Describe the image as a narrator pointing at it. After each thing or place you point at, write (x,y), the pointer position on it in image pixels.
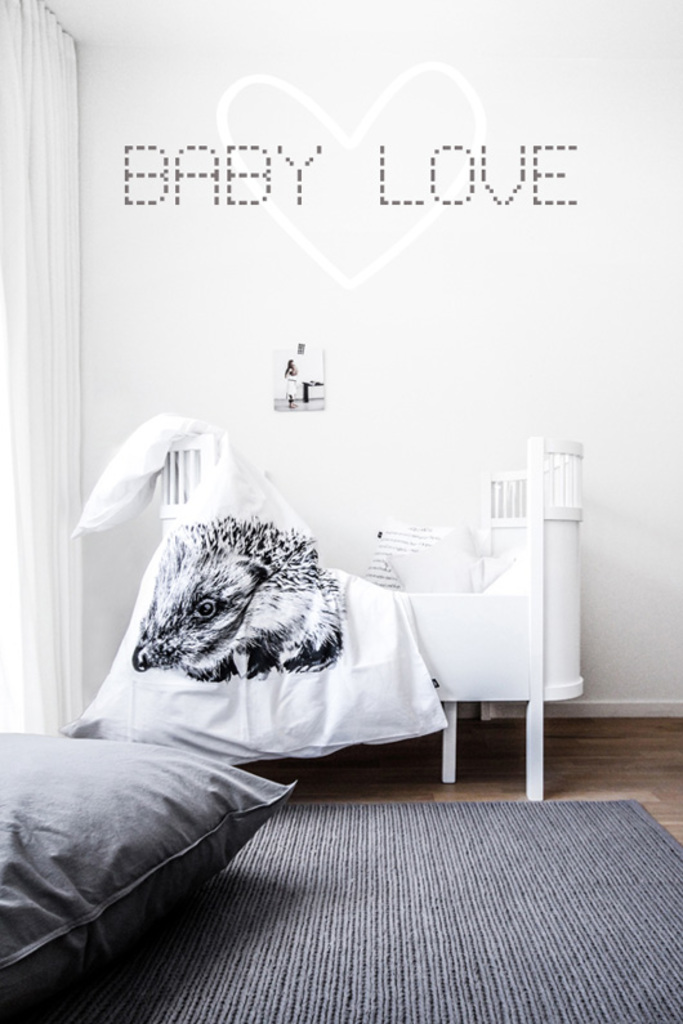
At the bottom of the picture (475,861), we see a carpet (342,892) in grey color and we see a pillow (187,843) in grey color. In the middle (446,666), we see a baby cradle (454,611) in white color and we see a blanket (246,677) in white color. In the background (216,325), we see a white wall (364,407) on which a photo frame (319,358) is placed and we see some text (538,147) written as "Baby Love". On the left side (63,171), we see a white curtain (67,423).
